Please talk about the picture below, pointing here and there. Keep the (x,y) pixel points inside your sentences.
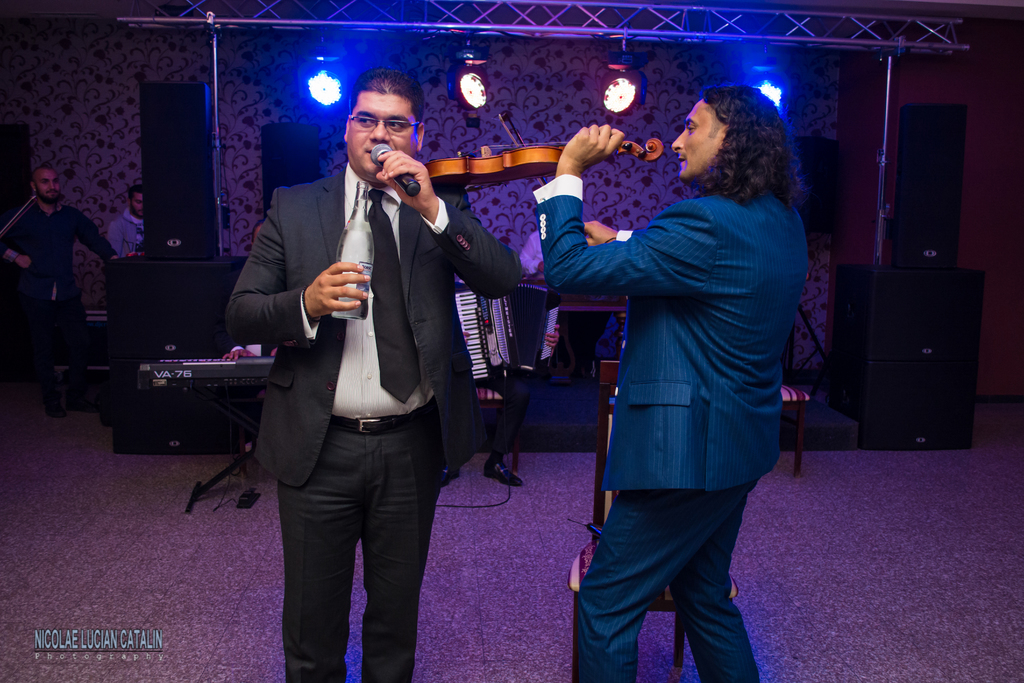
In this image we can see few people (460,353) standing on the floor (197,574) and some of them are playing musical instruments (476,331), a person (384,311) is holding a mic (401,181) and a bottle (360,223), there are few objects (199,304) looks like speakers (921,276), there are few lights (341,82) to the iron pole (533,36).
